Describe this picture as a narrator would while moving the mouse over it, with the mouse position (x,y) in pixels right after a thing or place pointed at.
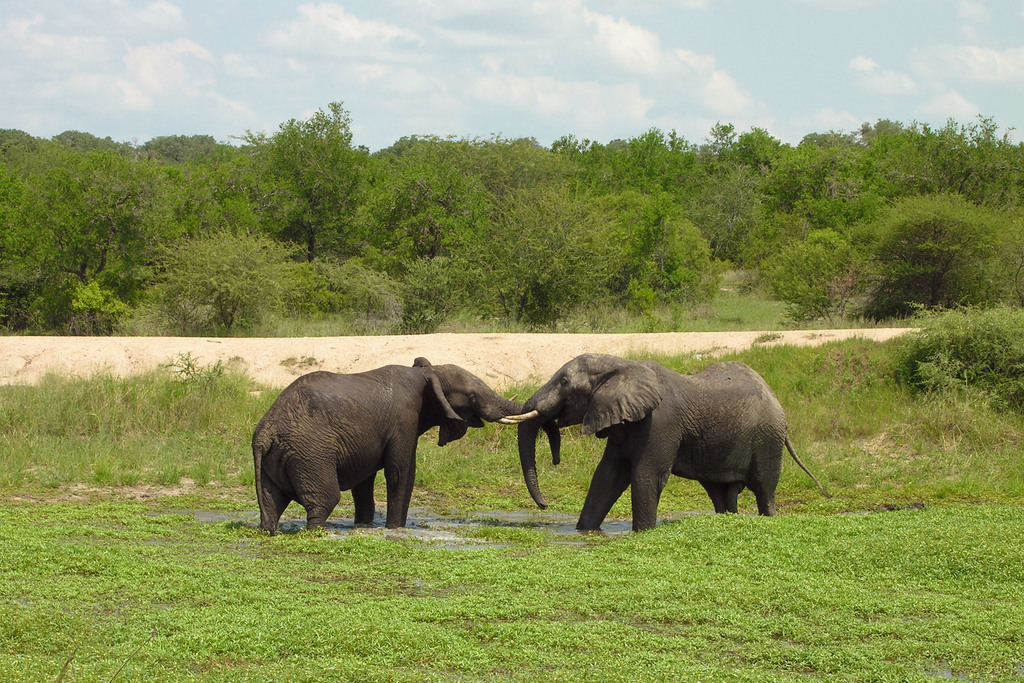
In this image I can see the water (467,547), two elephants (392,437) which are black in color are standing in the water (608,524), some grass (241,595) and in the background (300,363) I can see the ground (312,361), few trees (319,254) which are green in color and the sky (351,76).
